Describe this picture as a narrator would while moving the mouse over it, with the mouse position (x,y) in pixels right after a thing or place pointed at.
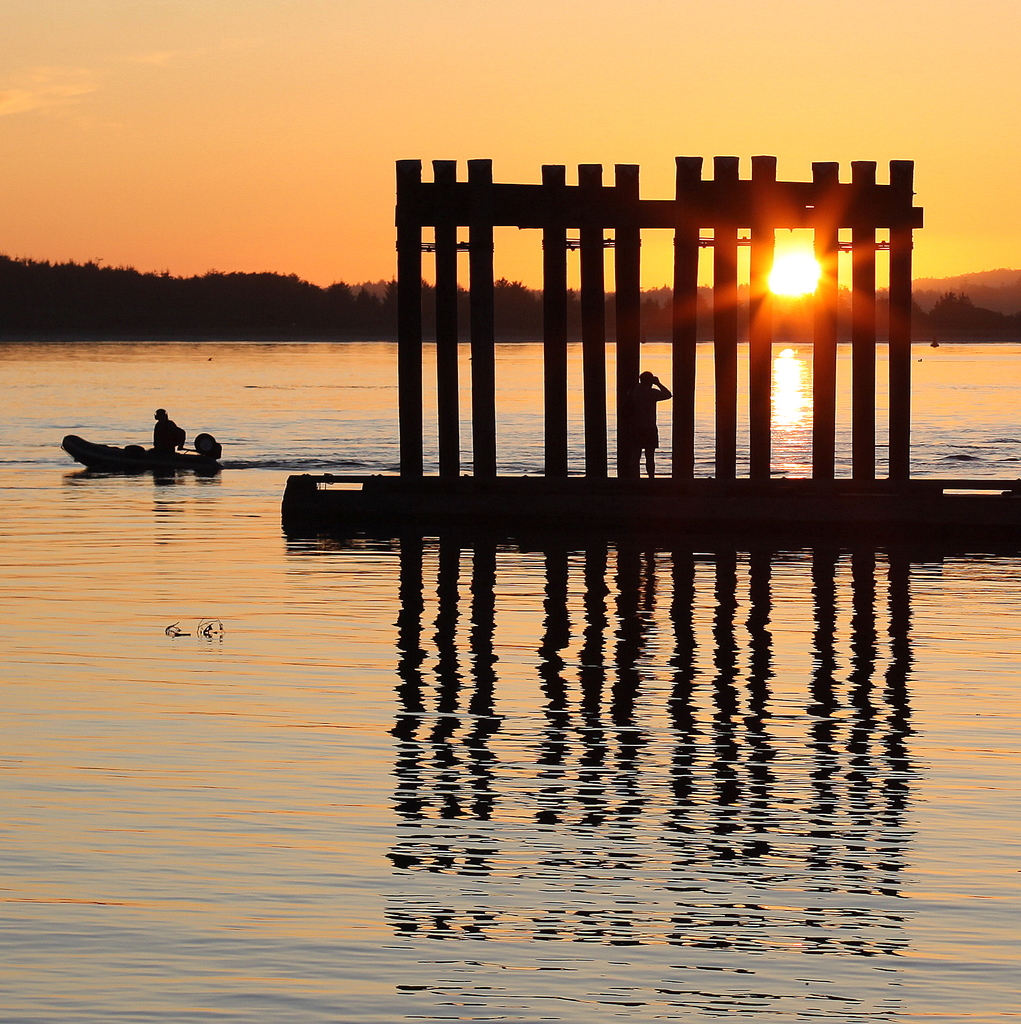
In the center of the image (443,485) we can see one boat (163,454) and one wooden pier (413,481) on the water (659,556). And we can see two persons (170,441). Among them, we can see one person (162,427) is sitting in the boat (116,453) and the other person (633,412) is standing on the wooden pier (689,412). In the background (480,154) we can see the sky (670,91), clouds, sun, trees (964,322), water (396,388) and a few other objects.
